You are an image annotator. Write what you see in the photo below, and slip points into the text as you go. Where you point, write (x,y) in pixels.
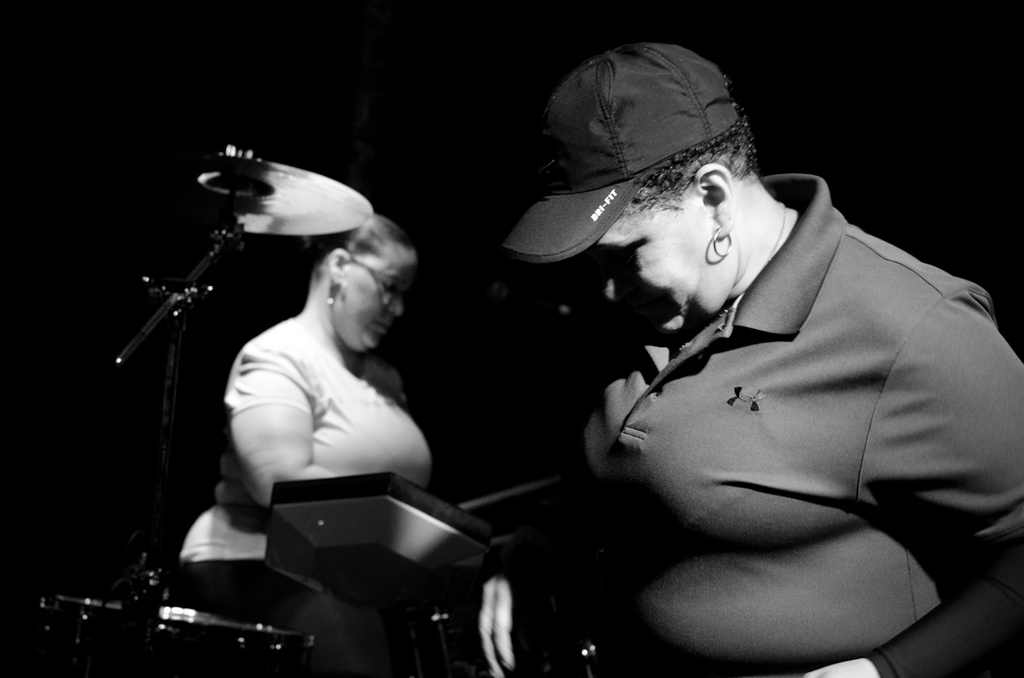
This is a black and white image. I can see two people (633,426) standing. These look like the musical instruments (394,561). The background (138,96) looks dark.
